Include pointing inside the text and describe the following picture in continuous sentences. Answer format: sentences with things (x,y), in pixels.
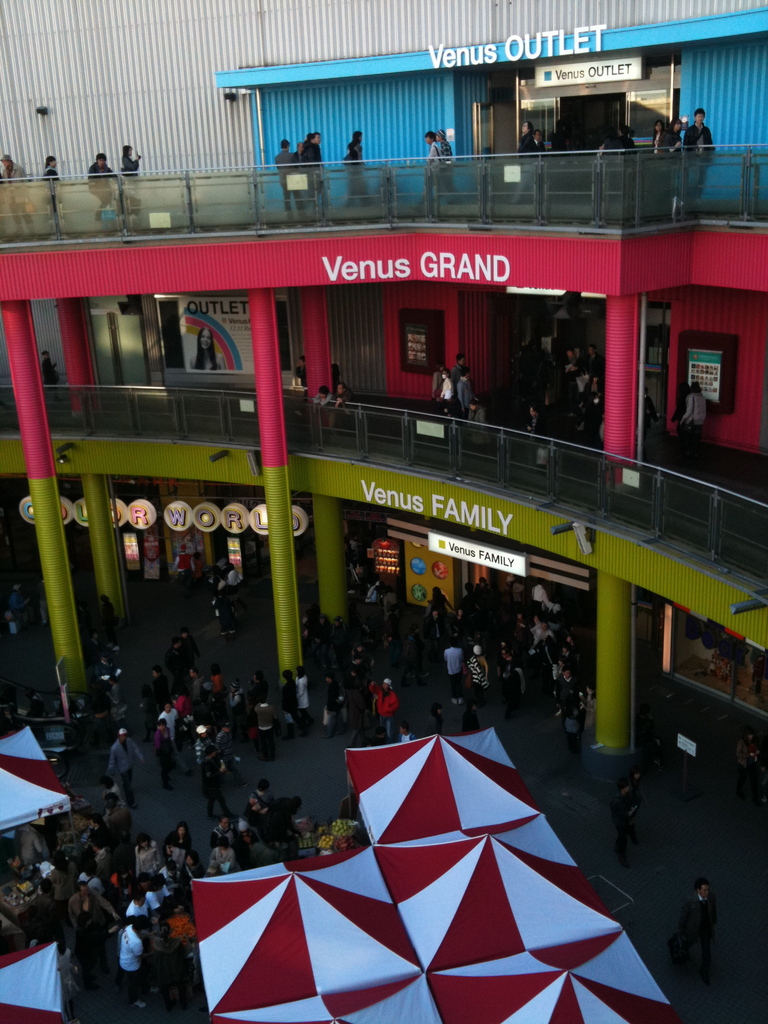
In this picture I can observe some people (214,850) on the floor (198,769). There are white and red color tents (277,938). I can observe three floors (320,232). There are some pillars (109,553) in this picture.
